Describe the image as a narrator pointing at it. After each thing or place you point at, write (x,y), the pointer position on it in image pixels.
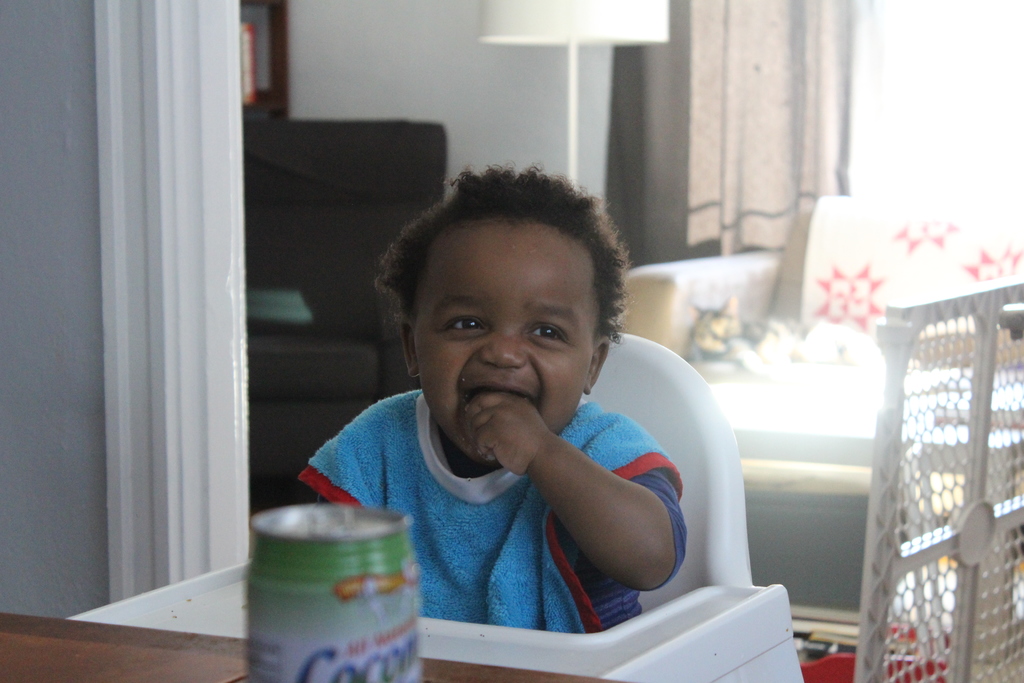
This is a small boy (568,572) sitting in the chair (700,590). This looks like a tin (290,663), which is placed on the wooden table (108,655). I think this is a kind of a fencing sheet (947,504). I can see a cat (748,339), sitting on the couch (858,403). Here is a lamp (565,37), which is white in color. This looks like a curtain (699,131), which is hanging. I think this is a chair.
